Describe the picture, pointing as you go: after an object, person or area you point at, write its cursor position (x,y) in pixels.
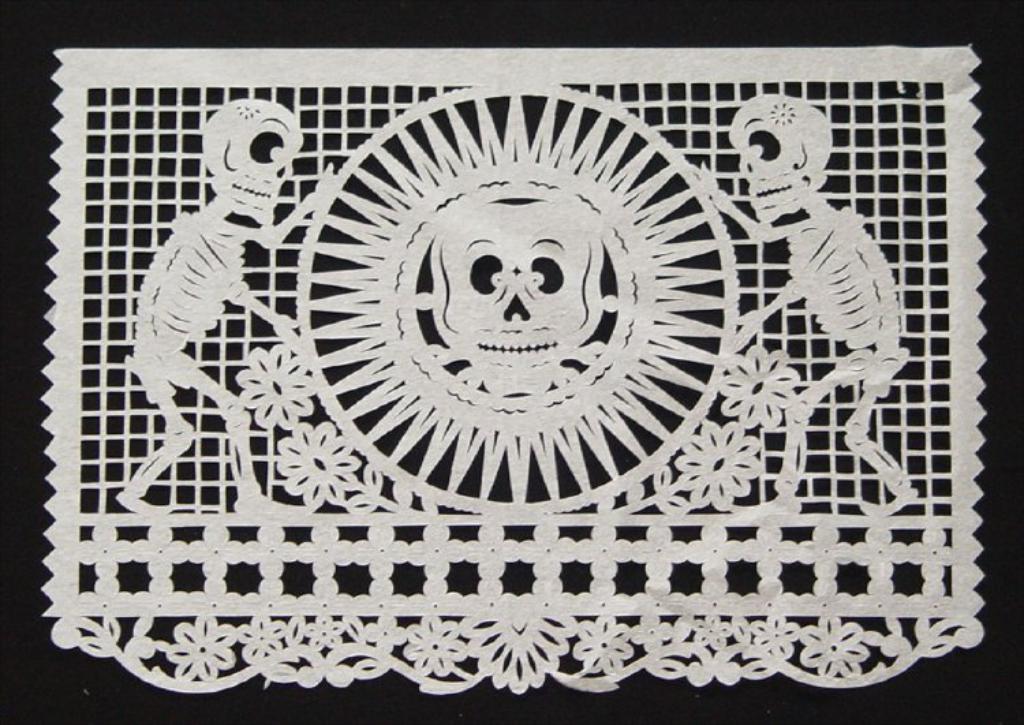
In this image, we can see a design (866,239) contains human skeletons (813,236).
